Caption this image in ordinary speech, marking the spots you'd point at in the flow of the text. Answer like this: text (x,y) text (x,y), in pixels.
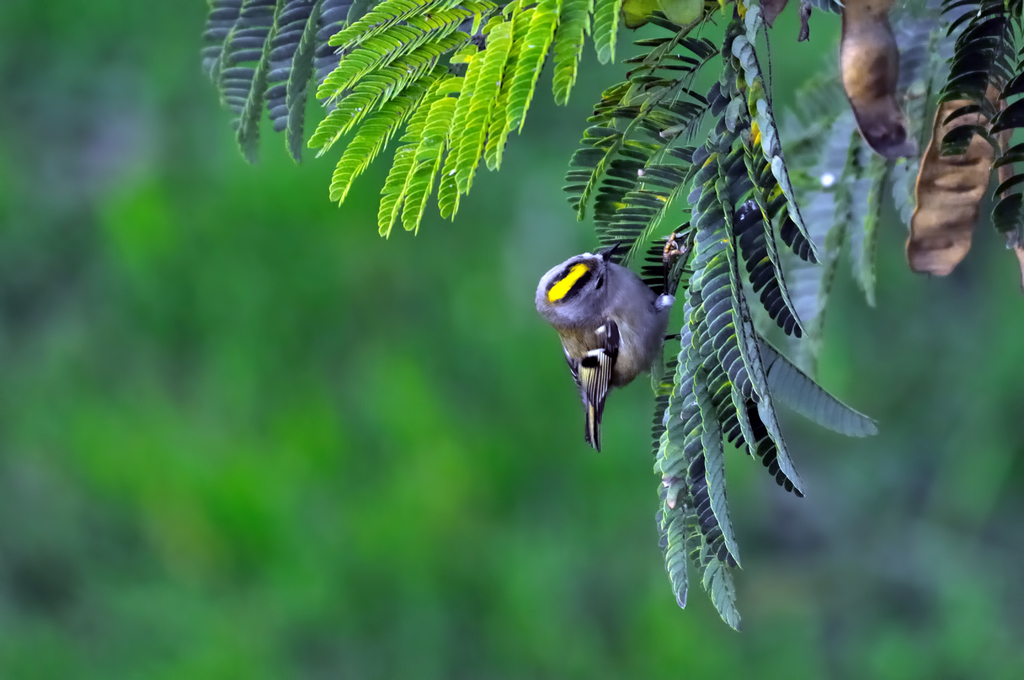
On the right side of the image (698,250) a bird (612,280) is present on the leaves (690,120).
